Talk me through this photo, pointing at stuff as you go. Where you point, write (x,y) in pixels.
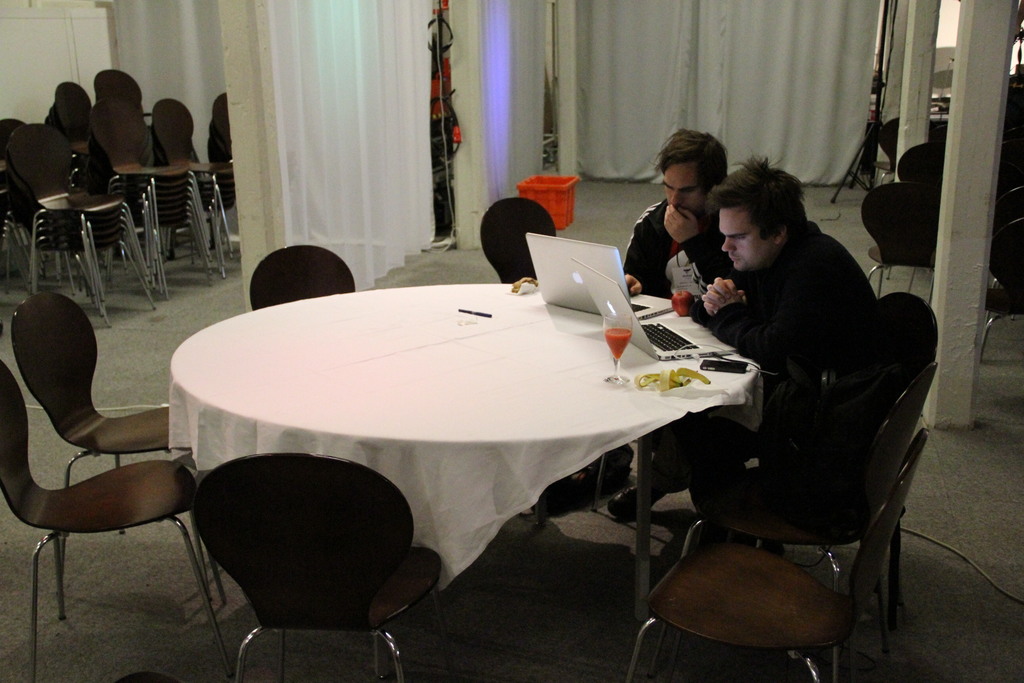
In this picture we can see two persons (778,300) sitting on a chair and looking into the laptop (652,334). This is a table (457,431). these are chairs (731,531). We can see a glass of drink (614,337) on the table (601,399). On the background of the picture (621,78) we can see white curtains (802,78) and these are the chairs (143,185). This is a floor (937,560).
